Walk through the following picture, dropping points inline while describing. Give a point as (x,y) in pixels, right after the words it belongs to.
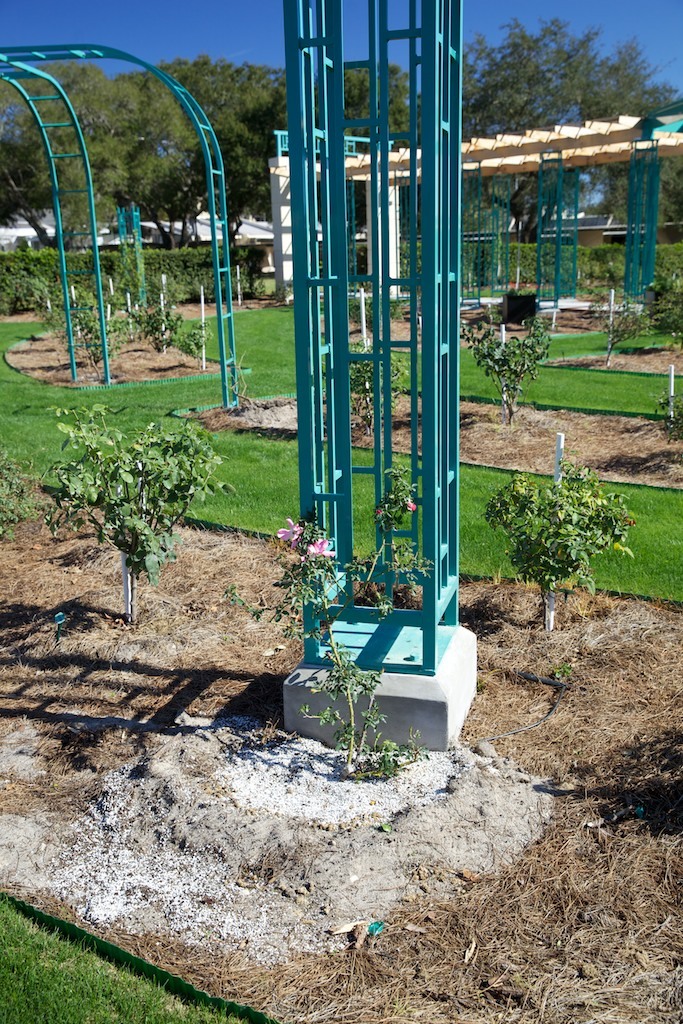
In this image, we can see some metal objects (430,258). We can see the ground (303,942). We can see some grass (470,498), plants (658,262) and trees (490,103). We can also see some white colored objects (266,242) and the sky (282,20).
